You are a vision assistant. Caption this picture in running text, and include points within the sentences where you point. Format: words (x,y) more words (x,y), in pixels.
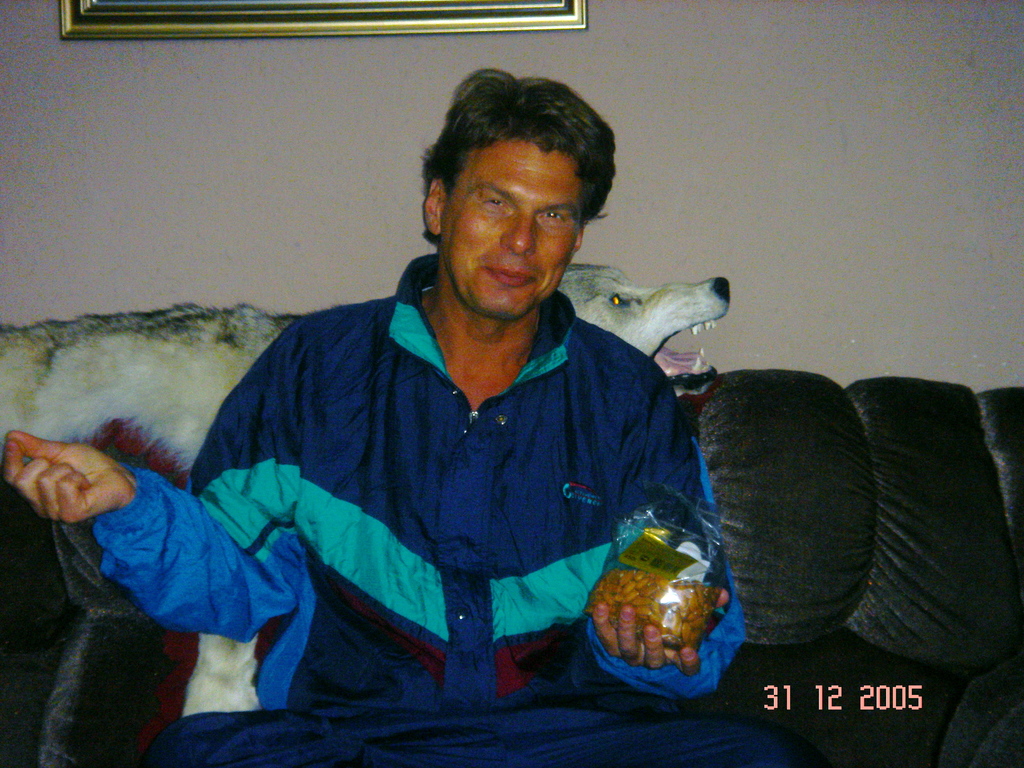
In this image there is a man (395,516) in the middle (353,483) who is sitting on the sofa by holding the packet (659,588). In the packet (664,600) there is some food stuff (655,619). Behind him there is a wolf skin (194,361). In the background (178,116) there is a wall (94,154) on which there is a frame (172,38).
